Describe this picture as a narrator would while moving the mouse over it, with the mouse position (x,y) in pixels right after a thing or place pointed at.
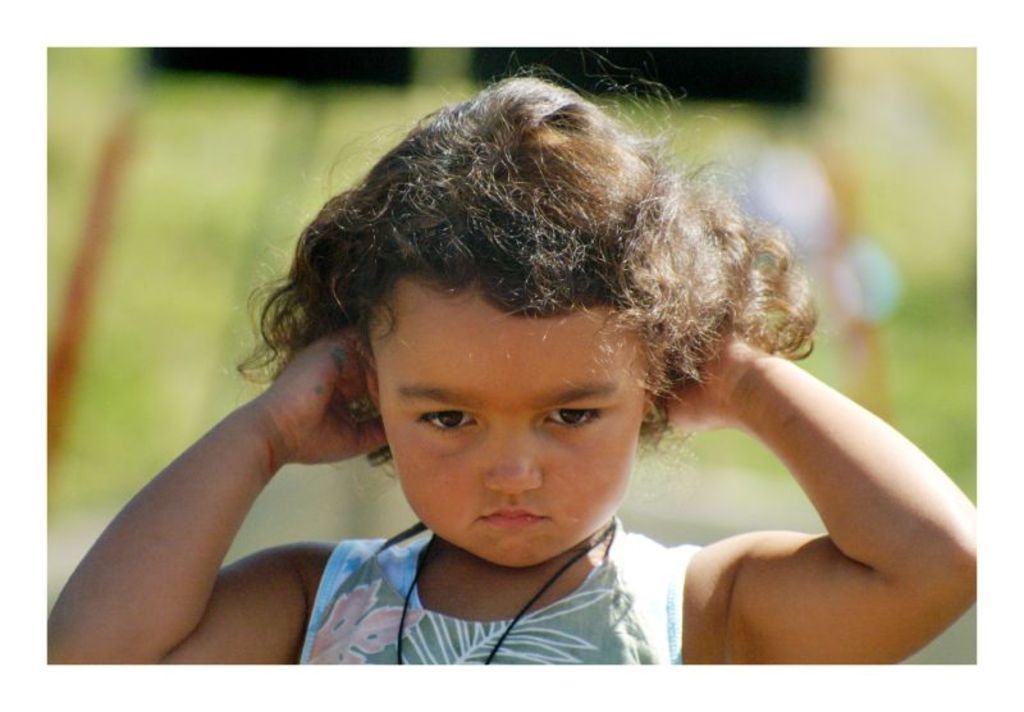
In this image I can see a person (708,654) and the person (714,652) is wearing white and gray color dress (609,617) and I can see blurred background (53,417).
